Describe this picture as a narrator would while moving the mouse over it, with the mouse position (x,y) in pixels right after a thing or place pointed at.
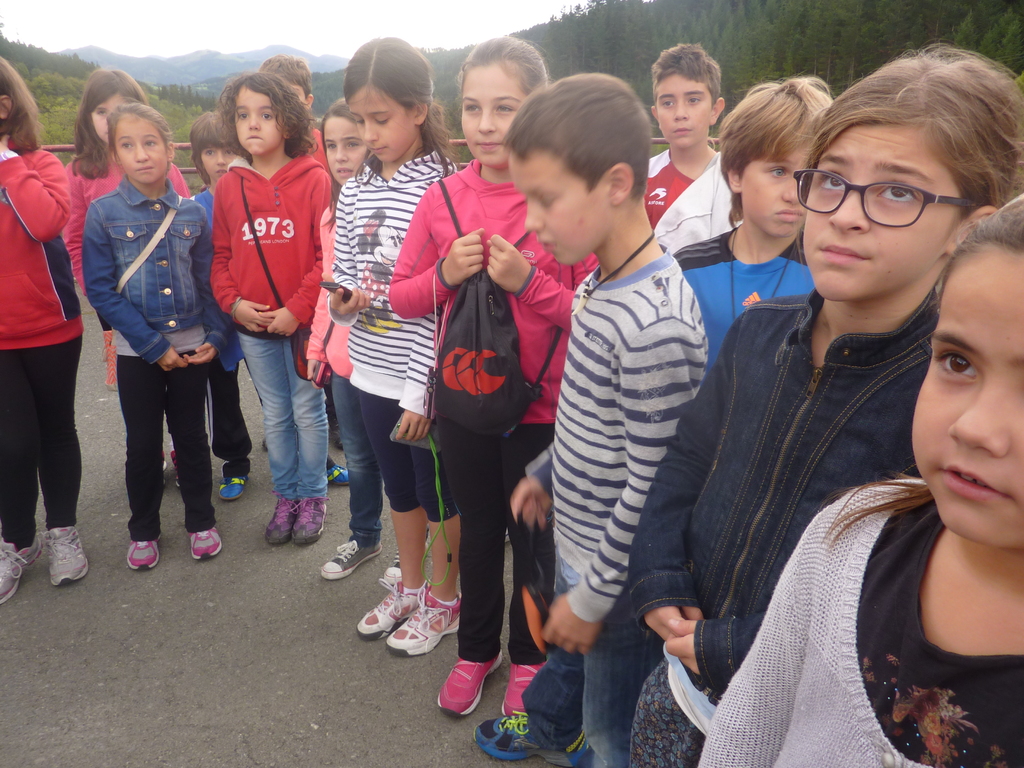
In this picture we can see a few kids (363,152) standing on the path (83,456). We can see rods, plants (177,151), trees (685,26) and mountains (441,89) in the background (576,43).
